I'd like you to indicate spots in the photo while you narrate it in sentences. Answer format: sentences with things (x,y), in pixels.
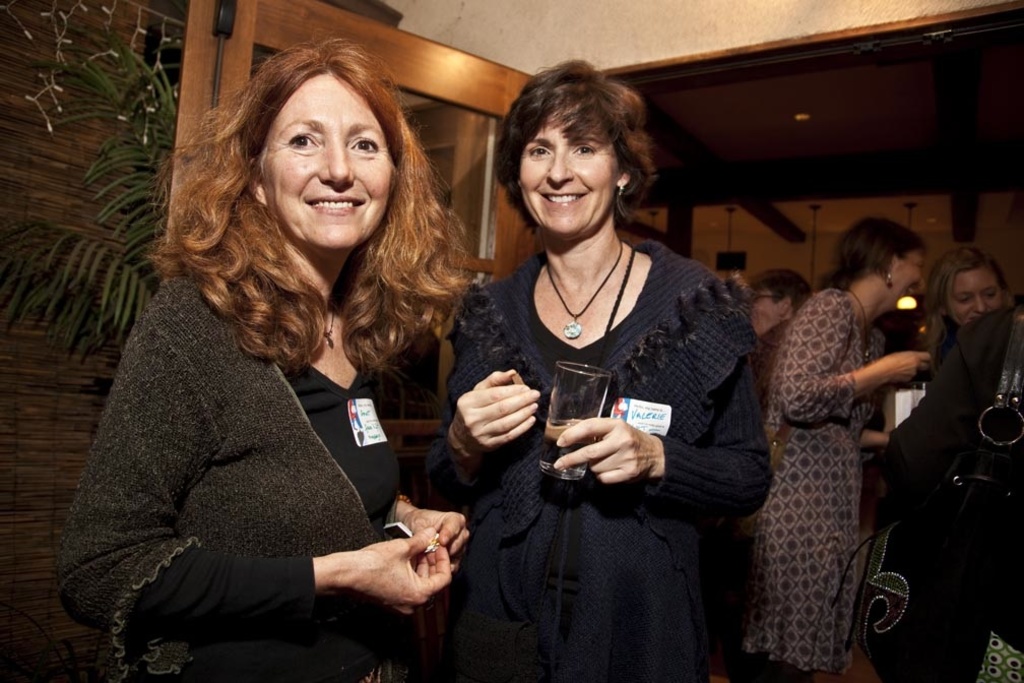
In this picture I can see two persons (279,659) standing and smiling, there is a person (569,341) holding a glass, there is a house plant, there are string lights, there is a door (383,34), and in the background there are group of people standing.
